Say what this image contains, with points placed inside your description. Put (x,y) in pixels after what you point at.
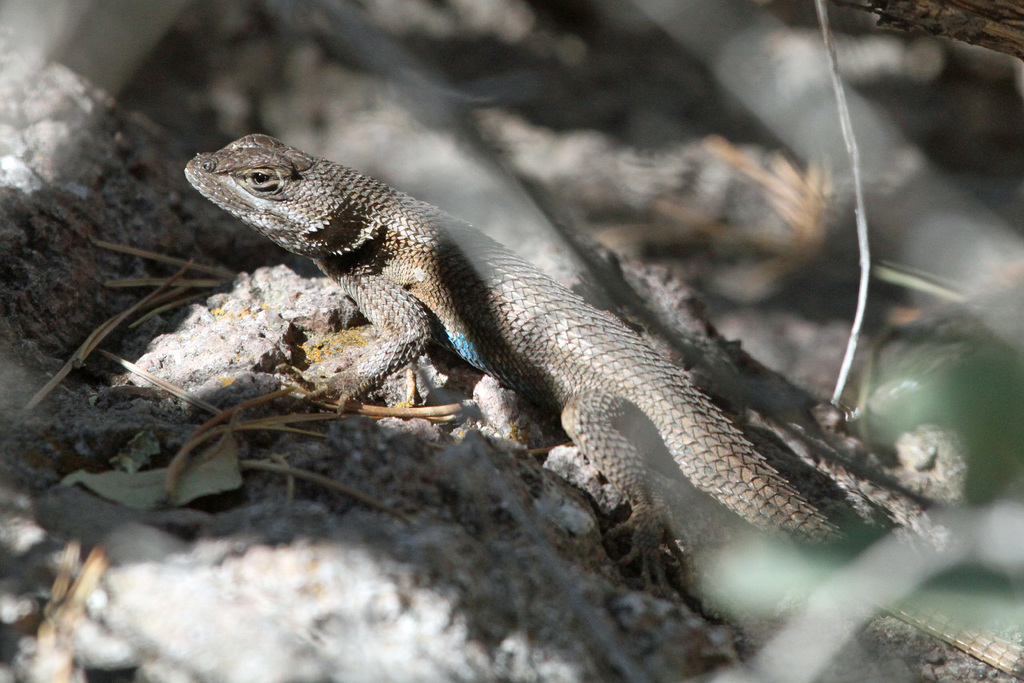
In the center of the image (597,358), we can see a garden lizard (491,271) and in the background (146,290), there are stones (373,456) and some twigs (107,286).
